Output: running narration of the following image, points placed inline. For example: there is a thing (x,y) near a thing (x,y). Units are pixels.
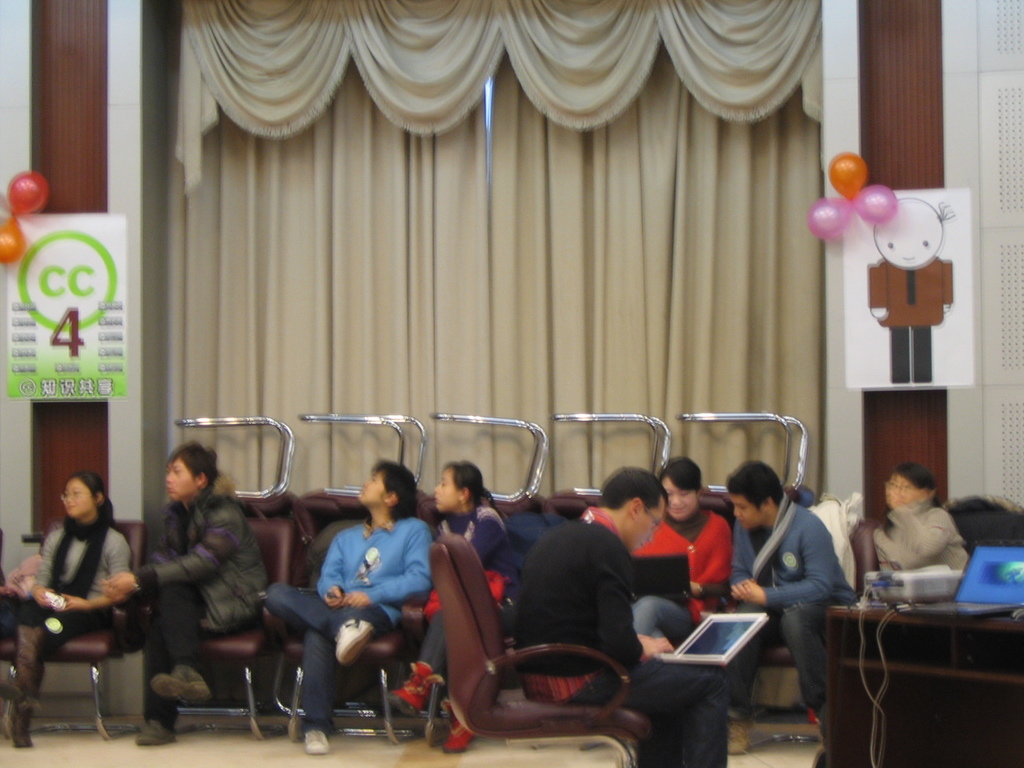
The image is clicked inside the hall (485,98). There are many people (428,577) sitting in the chairs (383,670). In the front (546,685) the man (599,685) is sitting in the chair (532,654), is using laptop (683,662). In the background (566,118) there is a big curtain (369,317), posters (125,285), and also balloons (29,199). To the left (32,599) the woman (52,587) sitting is wearing black scarf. To the right (940,653) there is a table (900,640).
